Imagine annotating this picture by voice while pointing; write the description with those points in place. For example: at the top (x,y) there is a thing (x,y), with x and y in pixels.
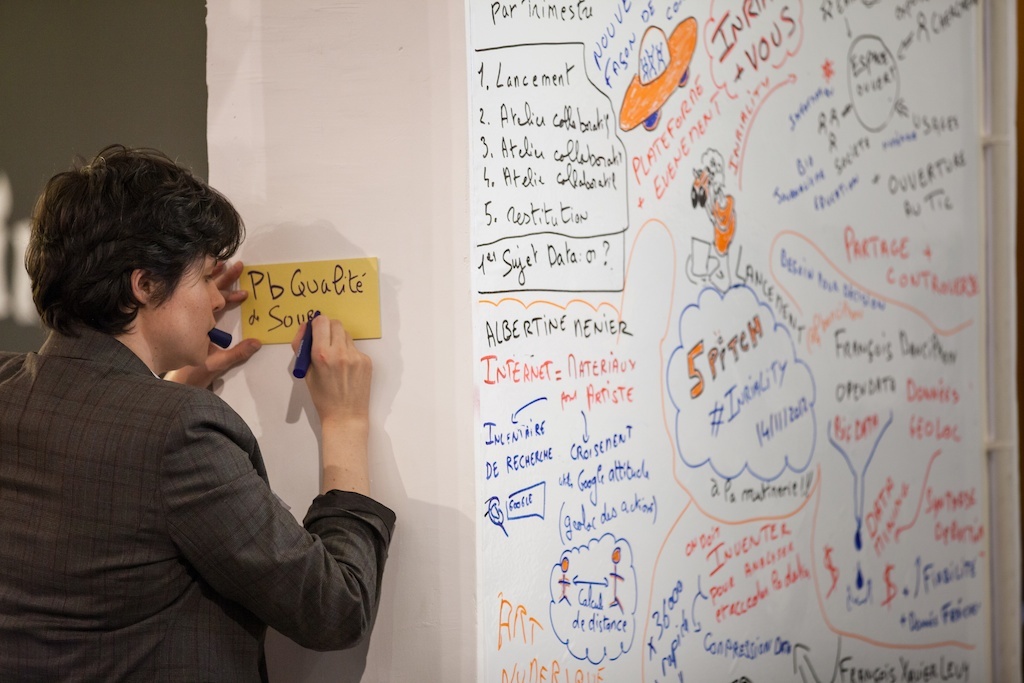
In this image we can see a person (48,427) on the left side (194,592). The person (194,592) is wearing a suit (155,494) and the person (142,339) is holding a marker (308,328) in the hand (343,384) and writing something on the paper (296,282). Here we can see the screen (715,104) on the right side (828,211).
